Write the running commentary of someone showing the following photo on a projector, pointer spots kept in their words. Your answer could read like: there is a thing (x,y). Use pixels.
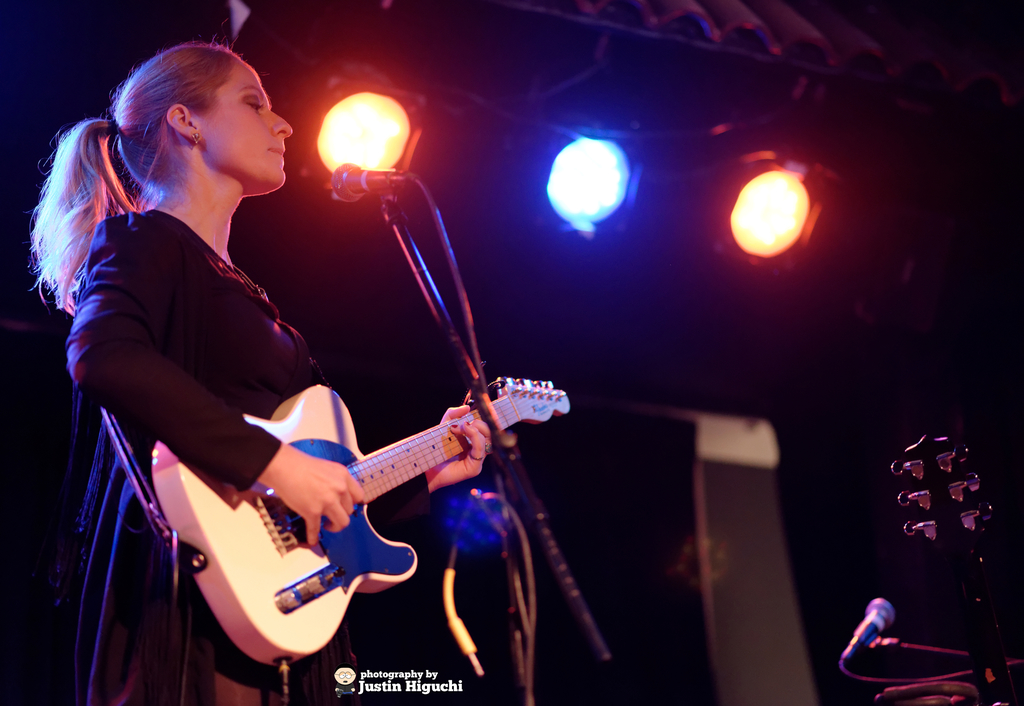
In this image there is a lady person (250,406) wearing black color dress (233,392) playing guitar (394,466) in front of her there is a microphone (369,190) and at the top of the image (365,142) there are lights (790,218).
